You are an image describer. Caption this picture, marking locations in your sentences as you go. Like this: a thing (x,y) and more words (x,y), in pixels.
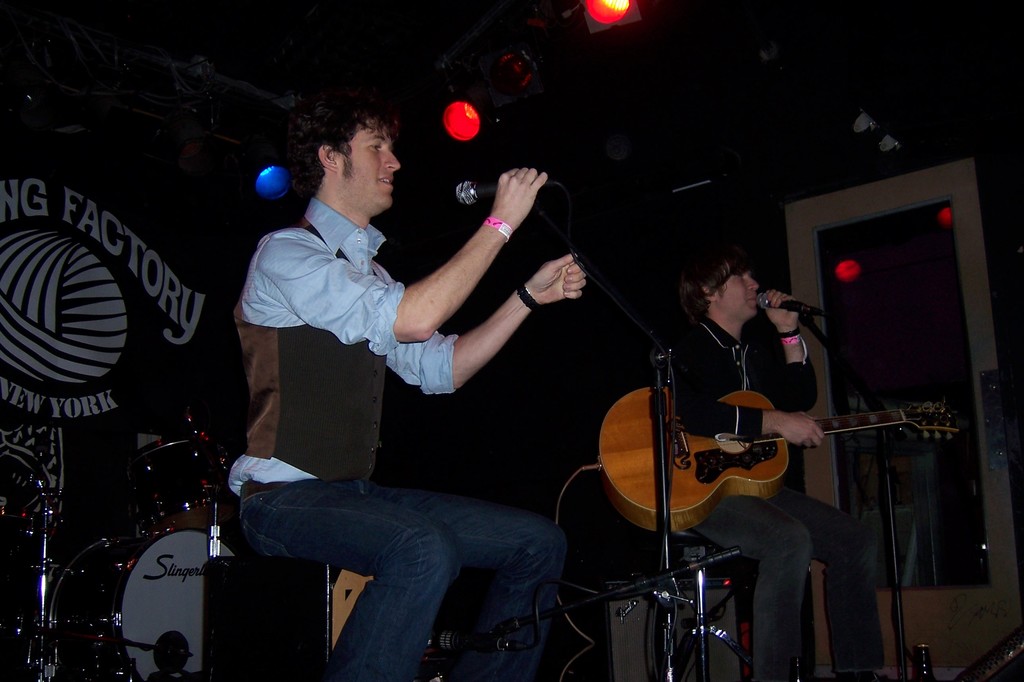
In this image, one person (706,426) is playing a musical instrument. The middle person (314,559) is holding a microphone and he sat on a stool (253,558). at the background (152,339), we can see banner (140,234), lights (465,120), glass door (901,301).
